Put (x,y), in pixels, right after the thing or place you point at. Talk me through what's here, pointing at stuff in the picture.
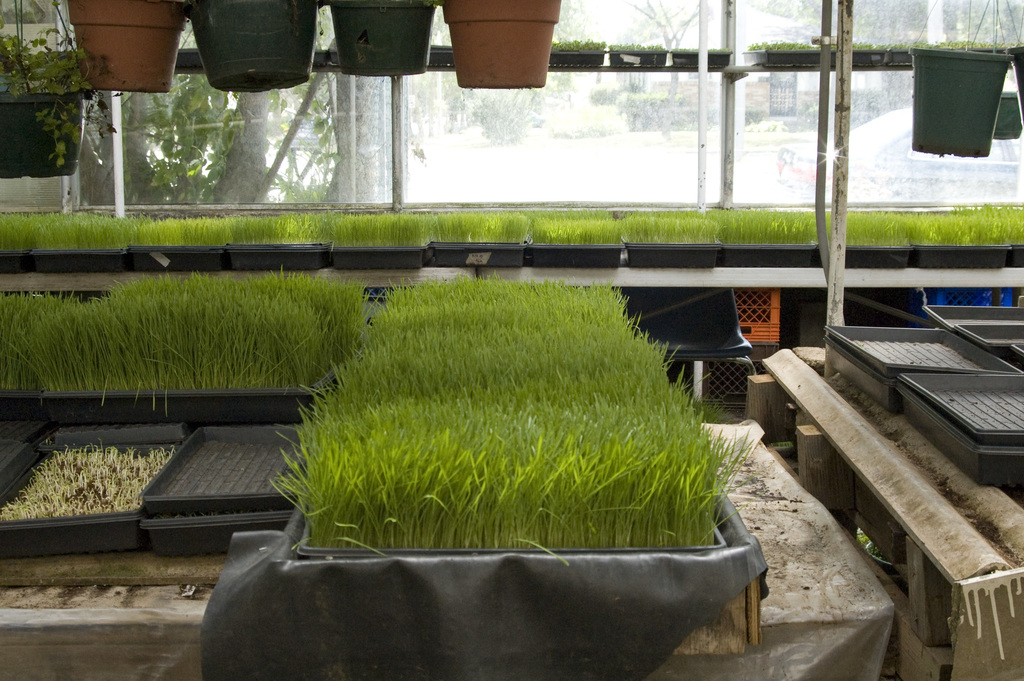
In the picture we can see some tables (798,493) on it, we can see, full of trays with grass plants (896,221) are grown and to the ceiling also we can see some house plants (61,120) and in the background (692,195), we can see a glass wall (493,179) from it we can see some plants (595,115), and trees (631,84).
